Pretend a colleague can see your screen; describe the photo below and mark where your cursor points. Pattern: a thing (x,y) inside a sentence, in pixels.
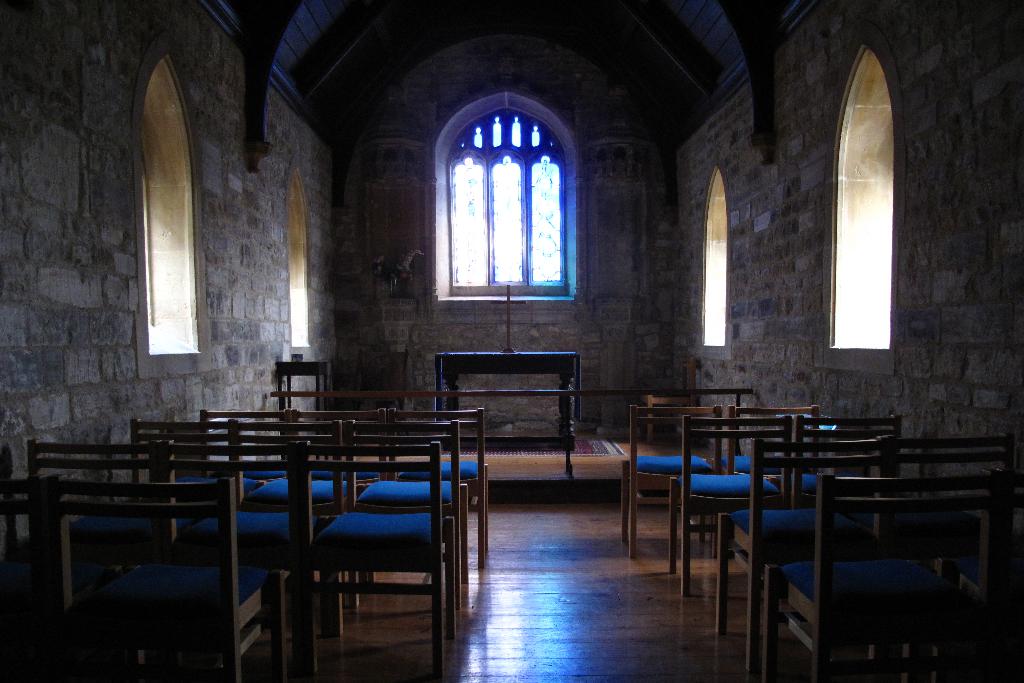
In this image we can see inside of a hall (487,446) and it is having few windows (542,176). There are many chairs (249,555) in the image. There is a table (532,370) in the image. There is an object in the image.
